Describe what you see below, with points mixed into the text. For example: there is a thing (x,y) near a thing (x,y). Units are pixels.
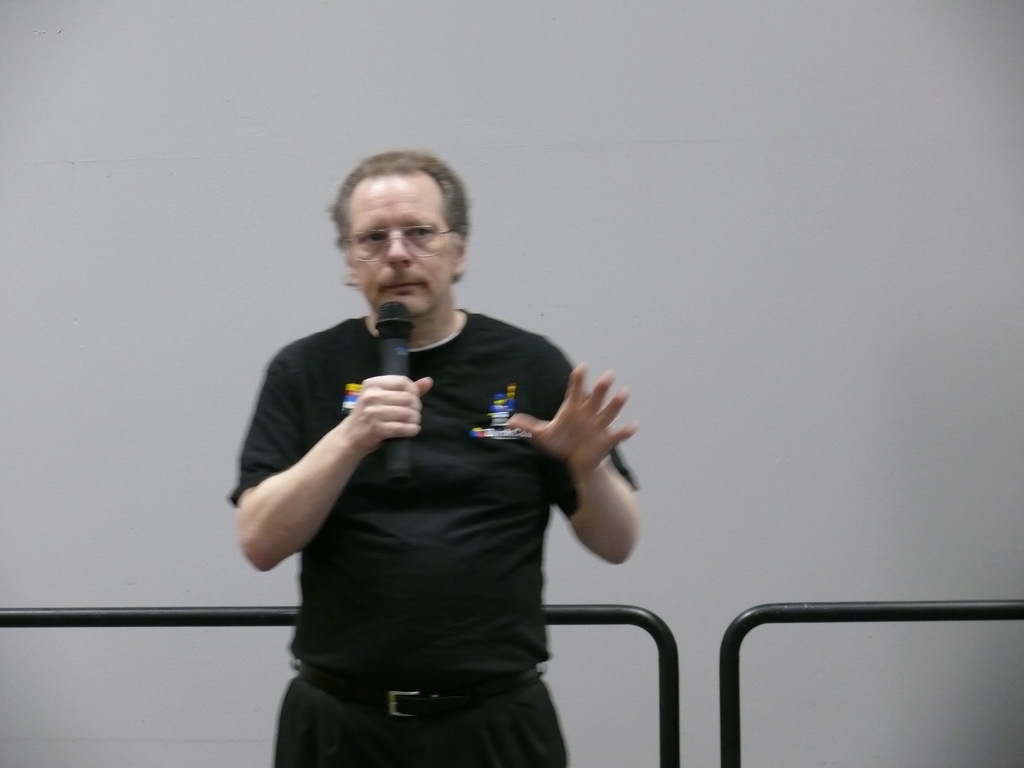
As we can see in the image there is white color wall (807,339), a man (506,480) wearing black color t shirt (445,445) and holding mic (392,444).
